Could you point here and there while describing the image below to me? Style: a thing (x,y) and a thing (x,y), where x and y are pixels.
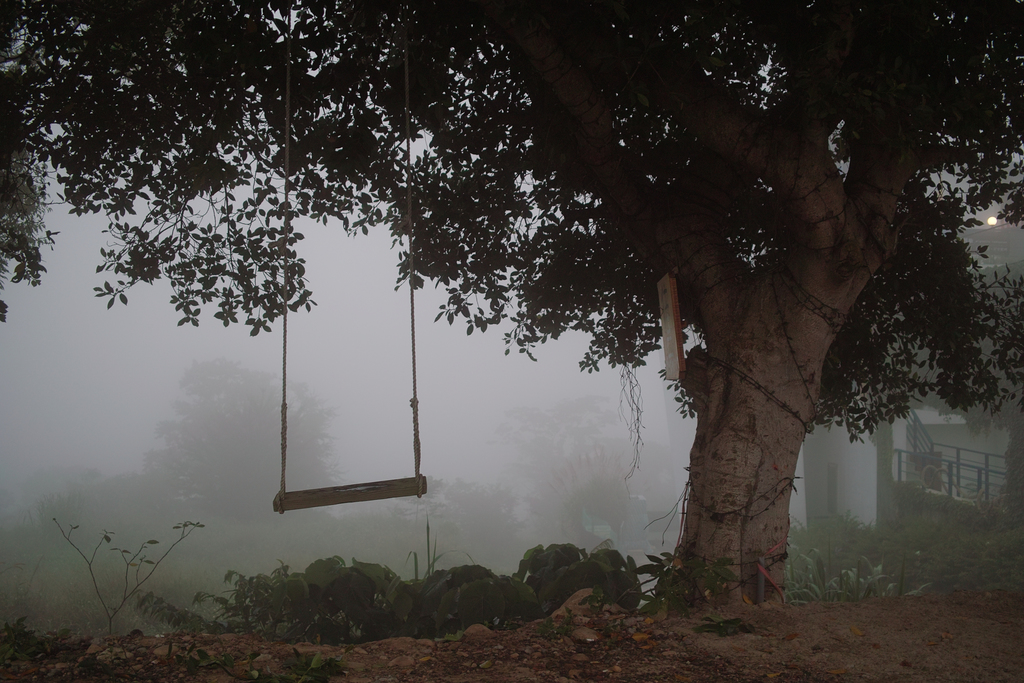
In the image there is a cradle (371,494) tied to the branch (698,109) of a tree (679,106) and behind the tree (744,488) there is a building (860,504) and in the background (136,505) there are trees (171,444).
